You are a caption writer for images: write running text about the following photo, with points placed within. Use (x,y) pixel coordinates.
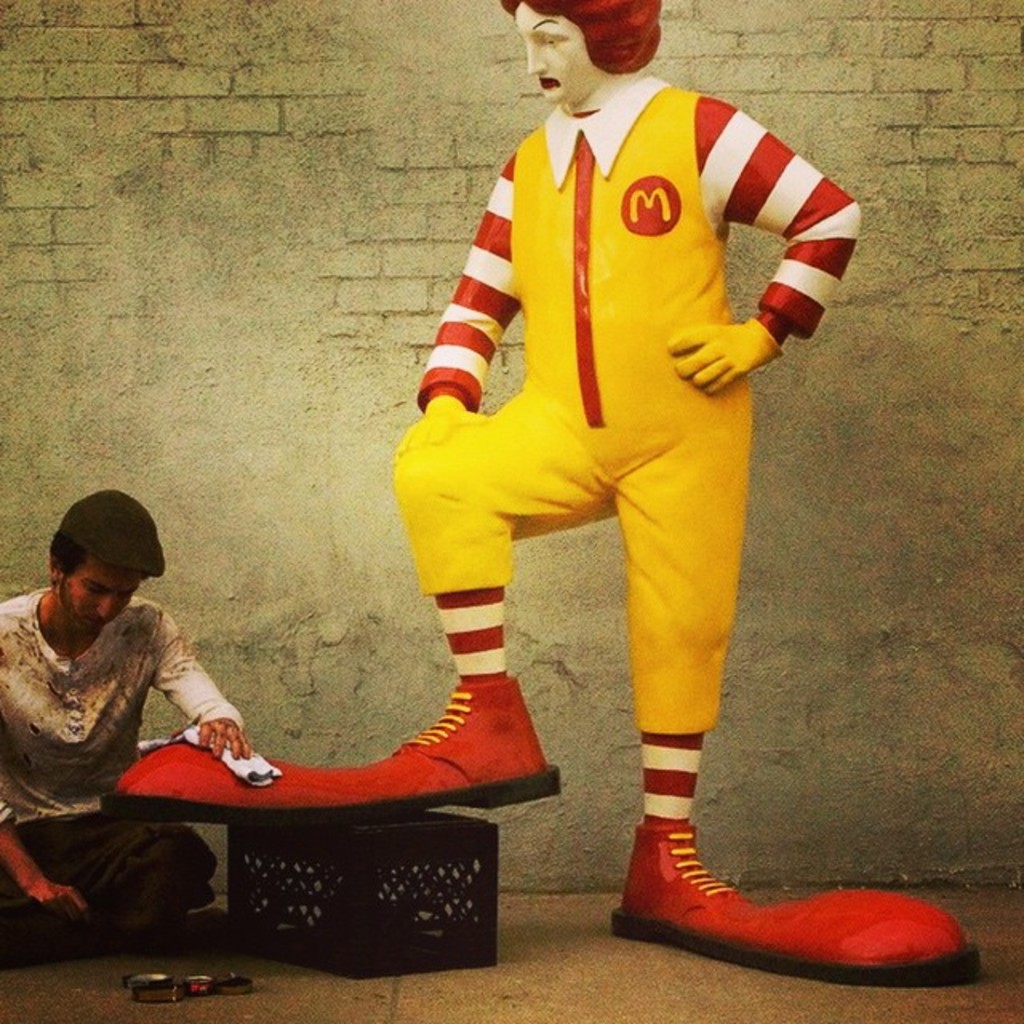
In this image we can see a person (77,874) sitting on the ground (333,1008). There are many objects (222,992) on the ground (228,1010). There is a sculpture (231,776) in the image. There is a wall (712,859) in the image.
